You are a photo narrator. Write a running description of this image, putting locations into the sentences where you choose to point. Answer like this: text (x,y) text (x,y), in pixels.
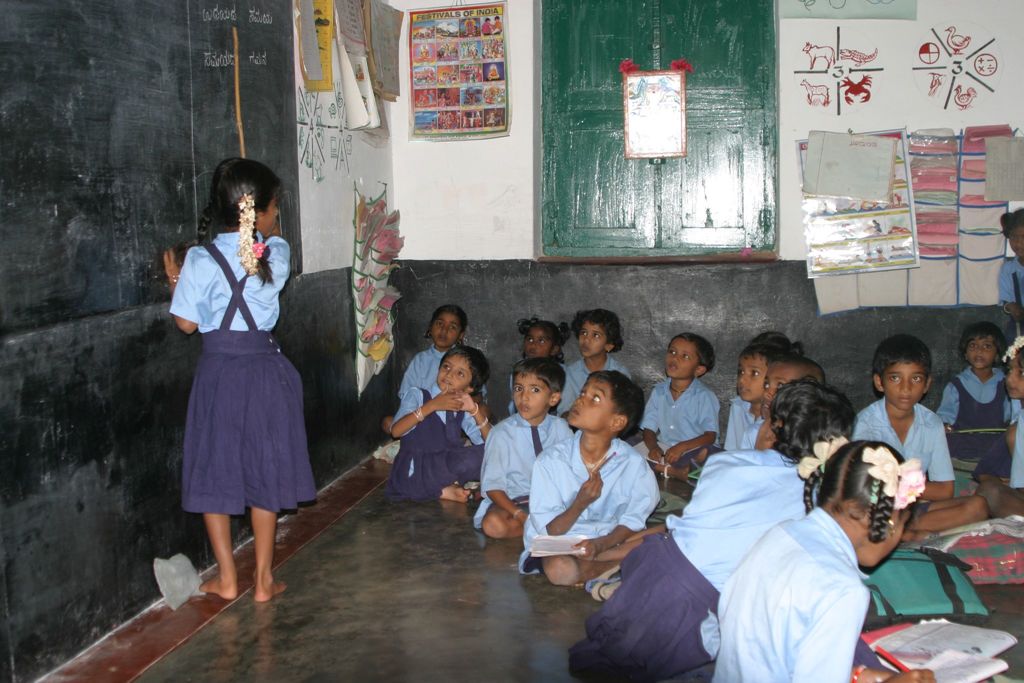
In this image there are children (717,570) sitting on floor (582,606), beside that there is a child (239,458) standing, in background (1014,8) there is a wall (530,77) to that there is a window (597,217) and sheets (441,23).
